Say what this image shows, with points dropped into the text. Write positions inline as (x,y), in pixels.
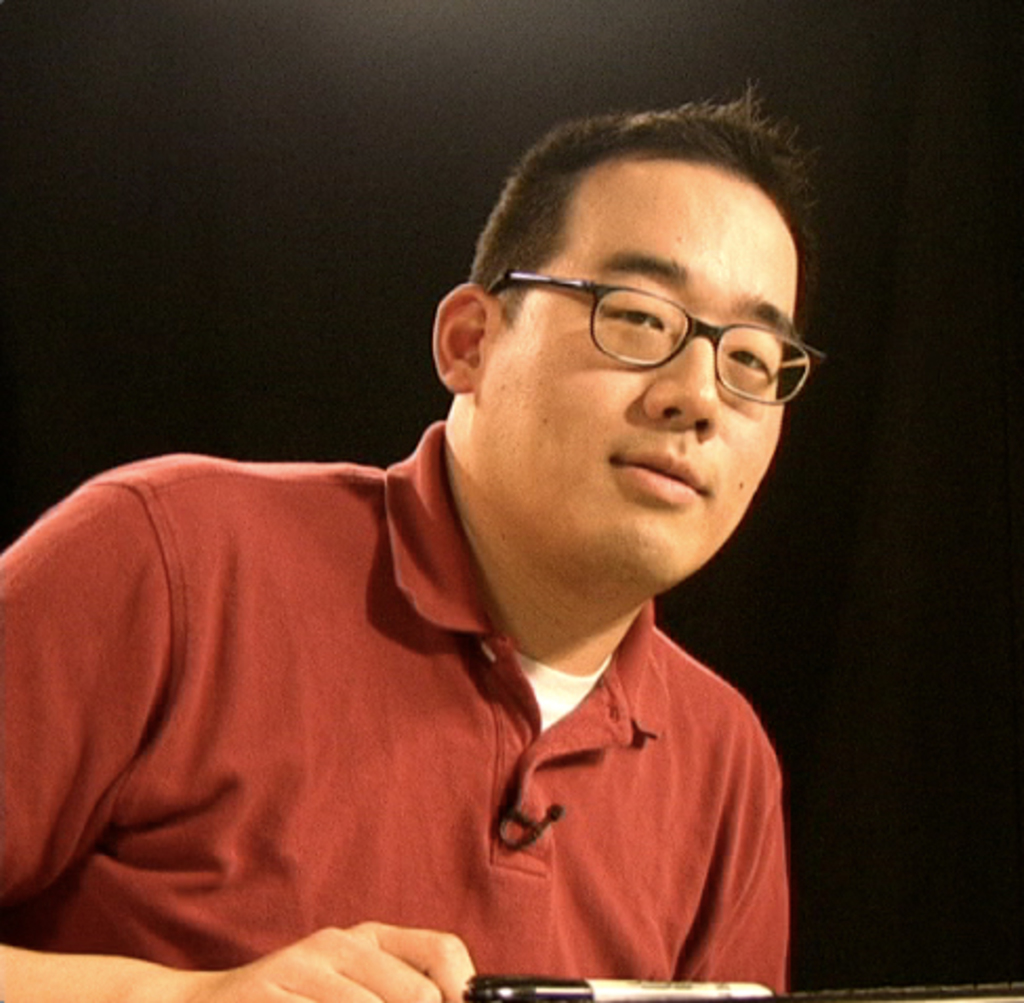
In this picture we can see a man (728,208) smiling and he wore red color T-Shirt (347,688), spectacles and he is holding something in his hand (391,1000).
